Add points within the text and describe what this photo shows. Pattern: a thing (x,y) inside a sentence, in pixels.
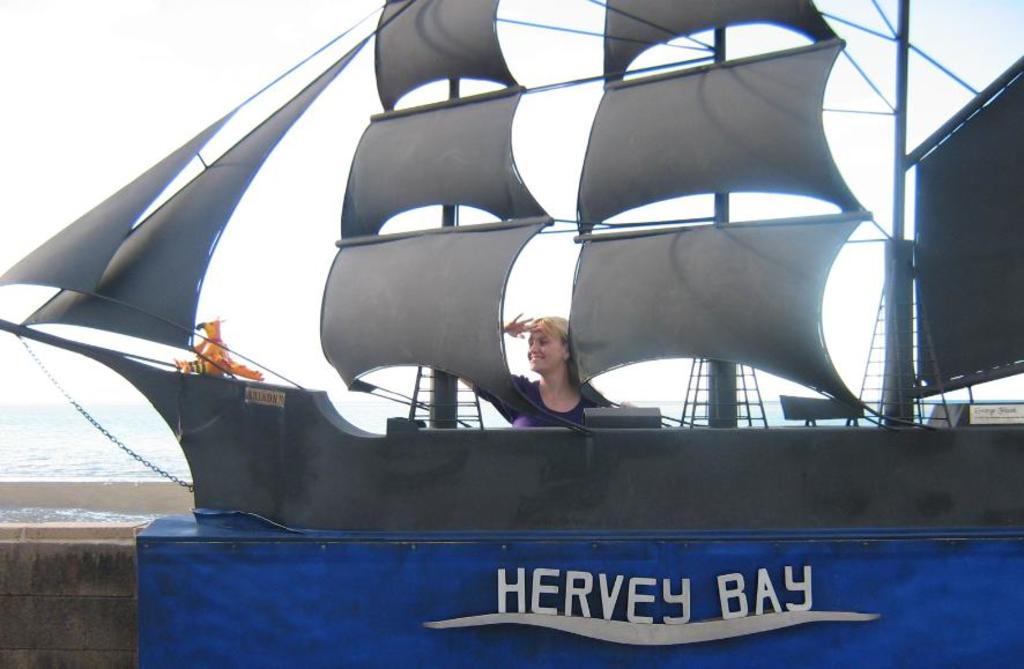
In this picture we can see a boat (531,500) in the front (550,540), there is a person (554,400) in the boat (550,461), in the background (134,426) there is water (125,430), we can see sails (681,21) of the boat (605,234), there is the sky (110,95) at the top of the picture (110,85).
